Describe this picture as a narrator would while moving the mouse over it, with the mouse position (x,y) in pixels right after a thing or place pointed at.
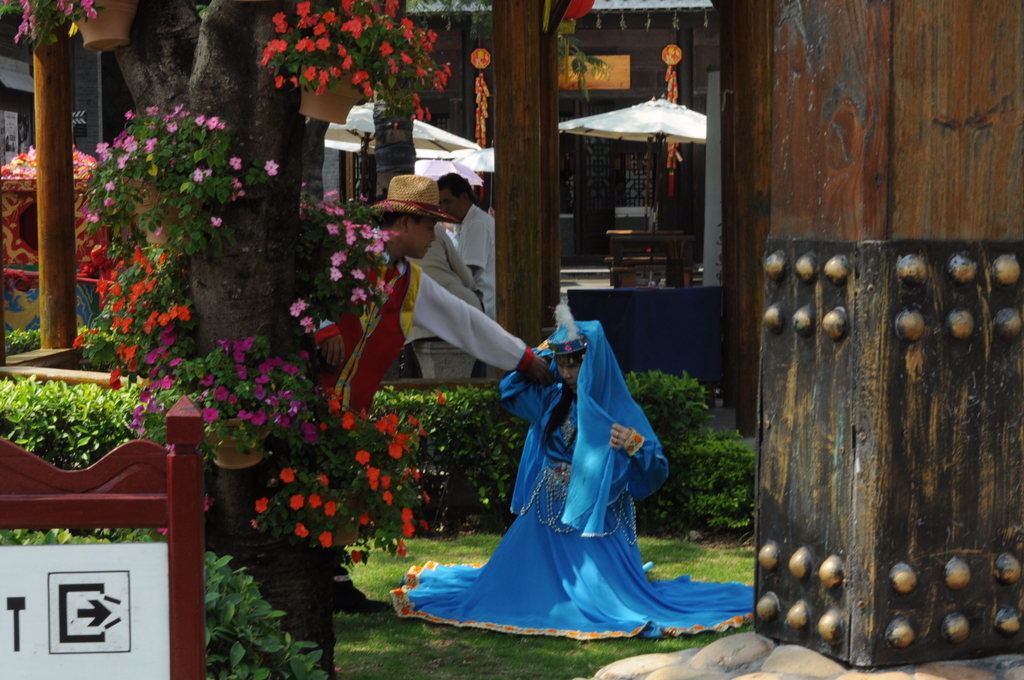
In this image I can see a person (540,454) in blue colour dress (573,562). And there is a person (406,243) with hat (410,209), also there are two other persons (469,243). There are wooden pillars (777,194), umbrellas (675,129), flowers (296,531), plants (287,411) and there are some objects (478,115).
